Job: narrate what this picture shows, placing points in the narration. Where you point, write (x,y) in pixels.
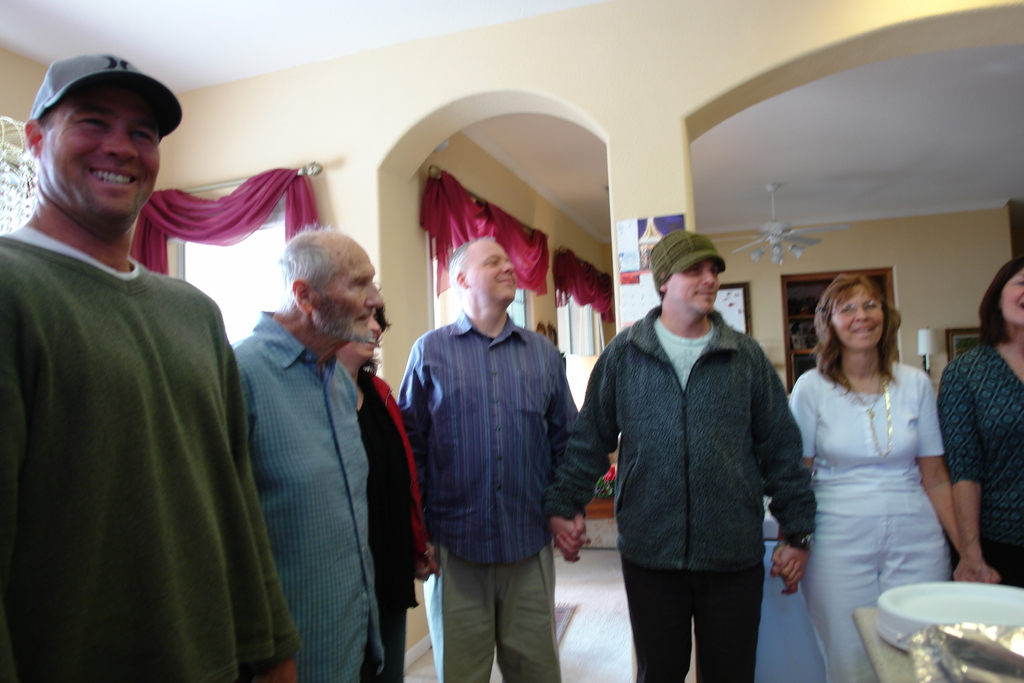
In this image there are people (494,448) standing. They are smiling. They are holding each others hands (782,552). In the bottom right (924,608) there are plates (909,630) on the table (890,679). Behind them there is a wall (302,111). There are glass windows (254,257) to the wall (554,299). There are clothes (592,281) near to the windows (571,327). At the top (767,195) there is the ceiling (759,180). There is a fan (770,234) hanging to the ceiling (763,199). There are picture frames (734,301) and papers (630,264) sticked on the wall (658,165).
